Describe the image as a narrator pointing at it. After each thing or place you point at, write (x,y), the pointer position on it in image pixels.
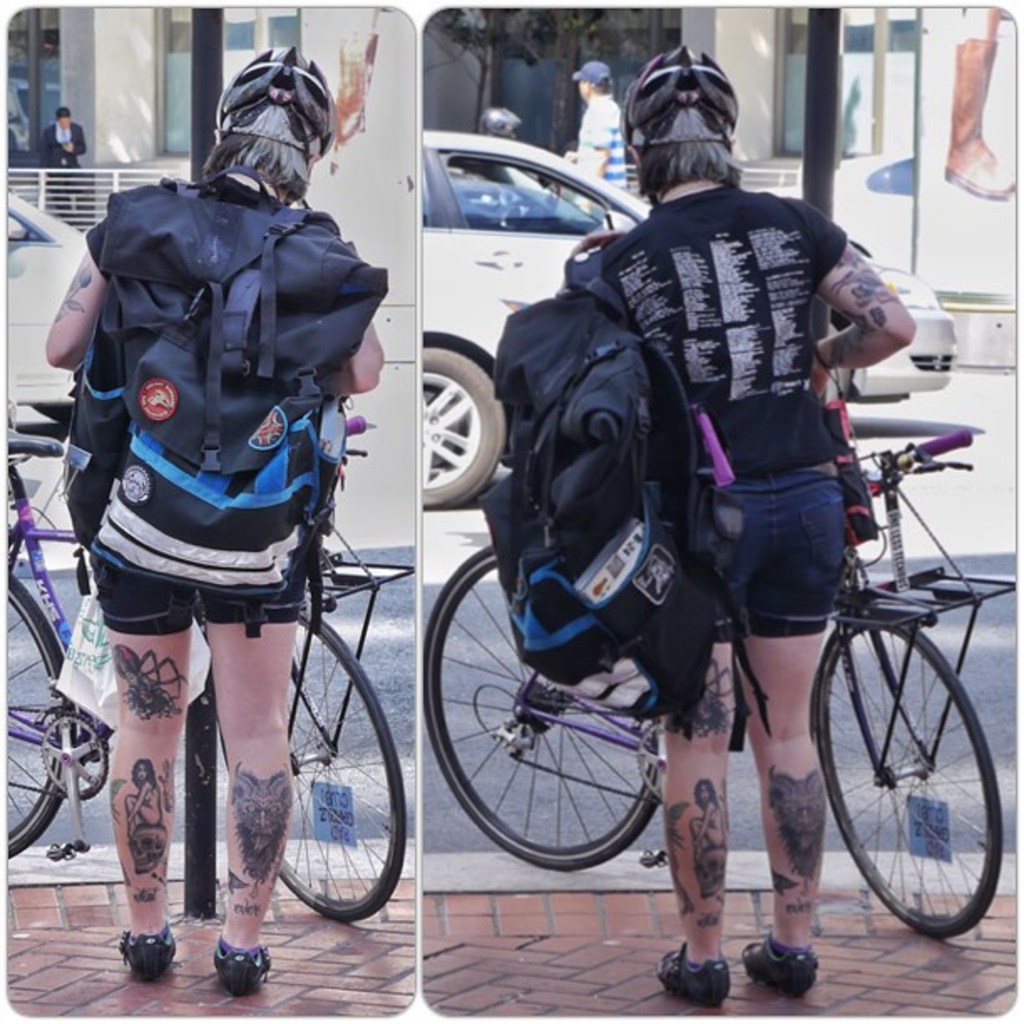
This is a collage image of a person (822,537) standing and wearing a bag (561,533) on his shoulder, in front of him there is a bicycle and a vehicle (23,348) moving on the road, there are a few people (614,121) walking and there is a banner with an image (970,114). In the background (798,87) there is a building (851,99).
